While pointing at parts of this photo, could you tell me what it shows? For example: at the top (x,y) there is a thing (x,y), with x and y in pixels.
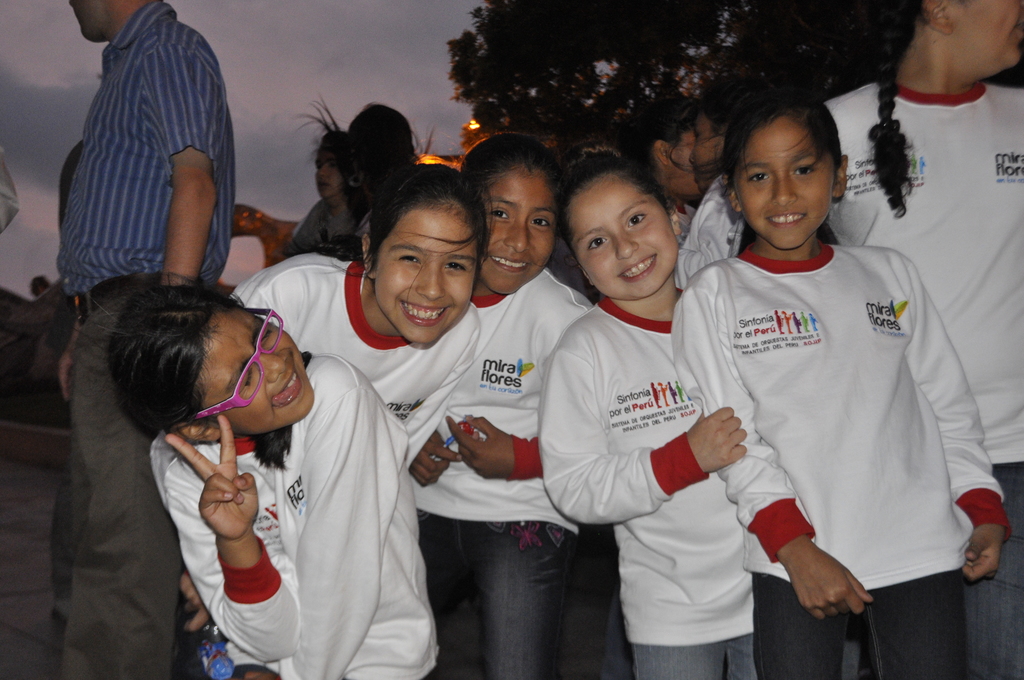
In this image we can see persons (380,279) standing on the road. In the background (258,106) we can see sky (264,44) with clouds (263,43) and trees (572,99).
